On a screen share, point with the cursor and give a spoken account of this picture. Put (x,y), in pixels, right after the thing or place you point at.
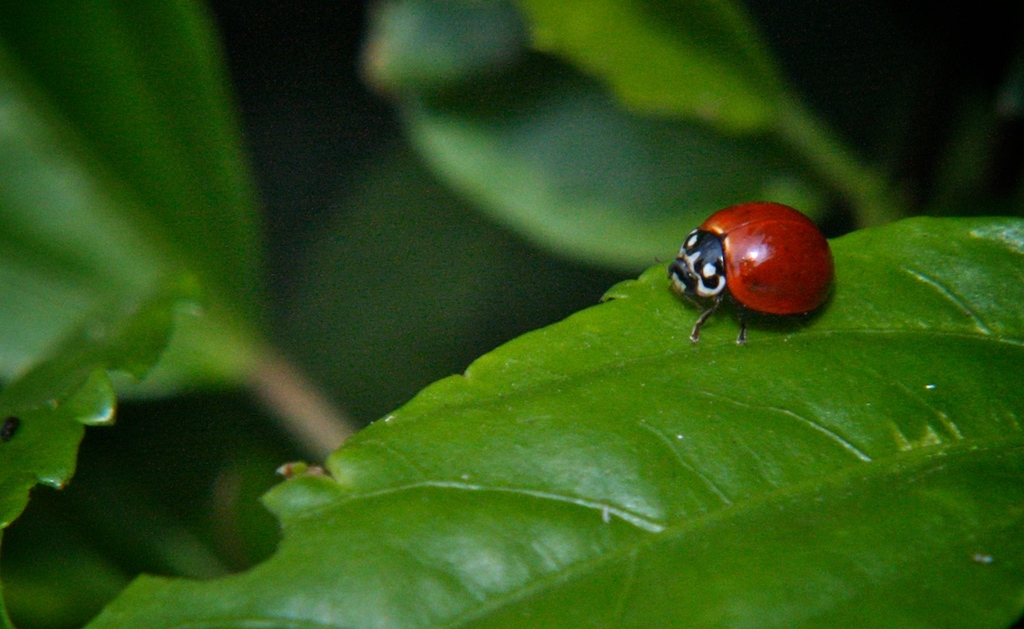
In this image we can see a bug (823,262) on the leaf (633,404).
